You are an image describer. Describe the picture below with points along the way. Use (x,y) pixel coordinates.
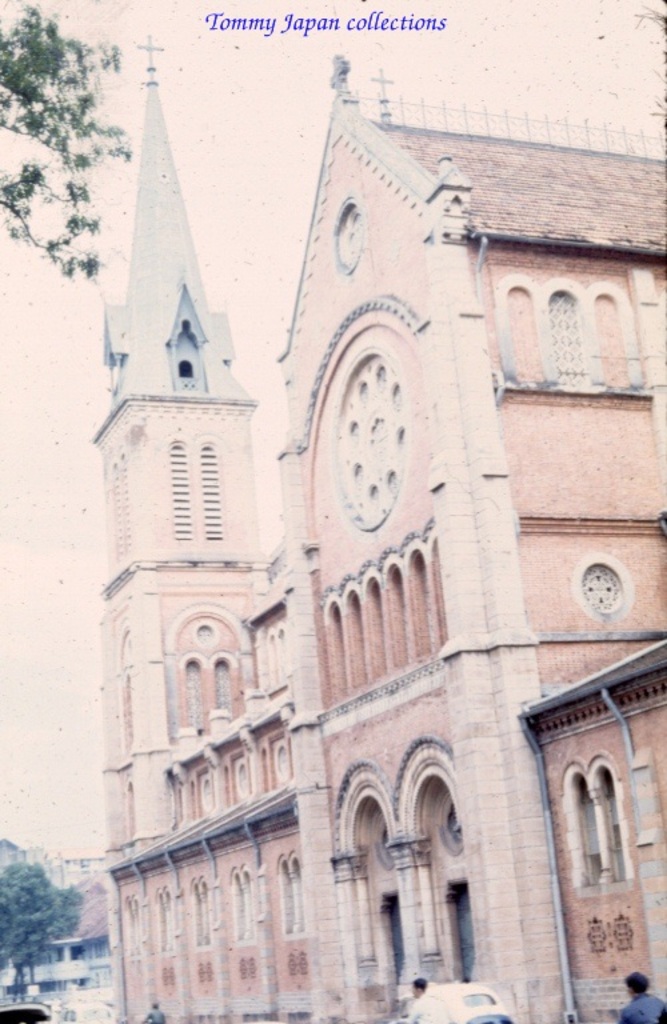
This is an edited picture. In this image there are buildings (354,855) and trees (5,959). At the bottom (71,1009) there are vehicles (480,1009) and there are people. There is a pipe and there is a window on the wall (463,444). At the top (212,76) there is sky (184,97) and there is a text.
